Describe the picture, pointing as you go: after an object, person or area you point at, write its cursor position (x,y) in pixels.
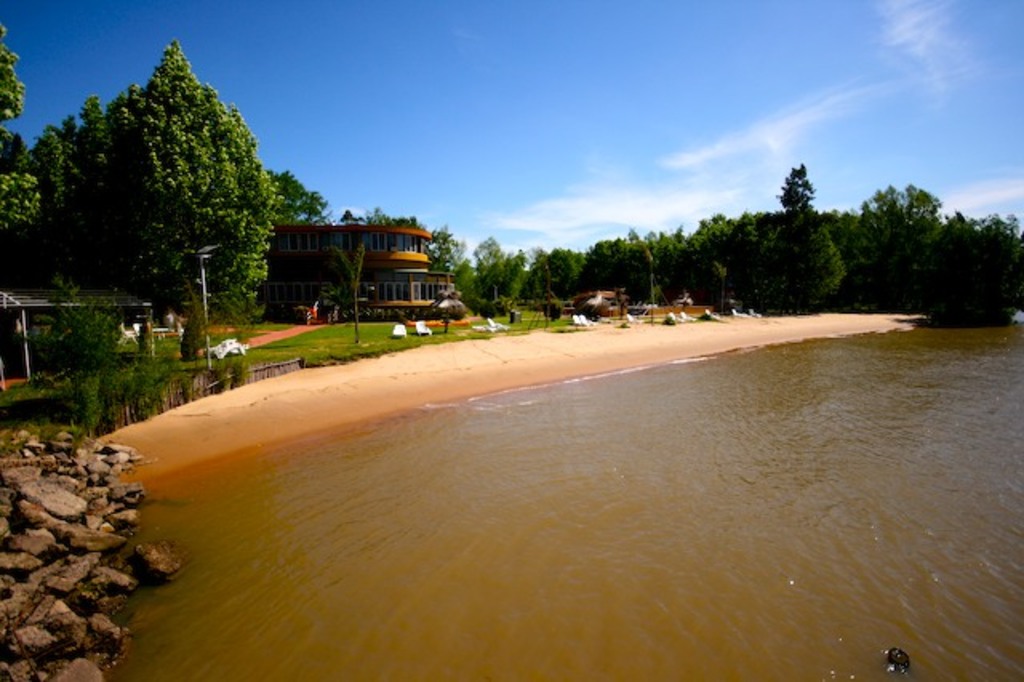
In this image, we can see trees (220,301), buildings (285,311), chairs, poles (204,283) and on the left (63,546), there are rocks (69,551). At the bottom (688,546), there is water (814,509).
